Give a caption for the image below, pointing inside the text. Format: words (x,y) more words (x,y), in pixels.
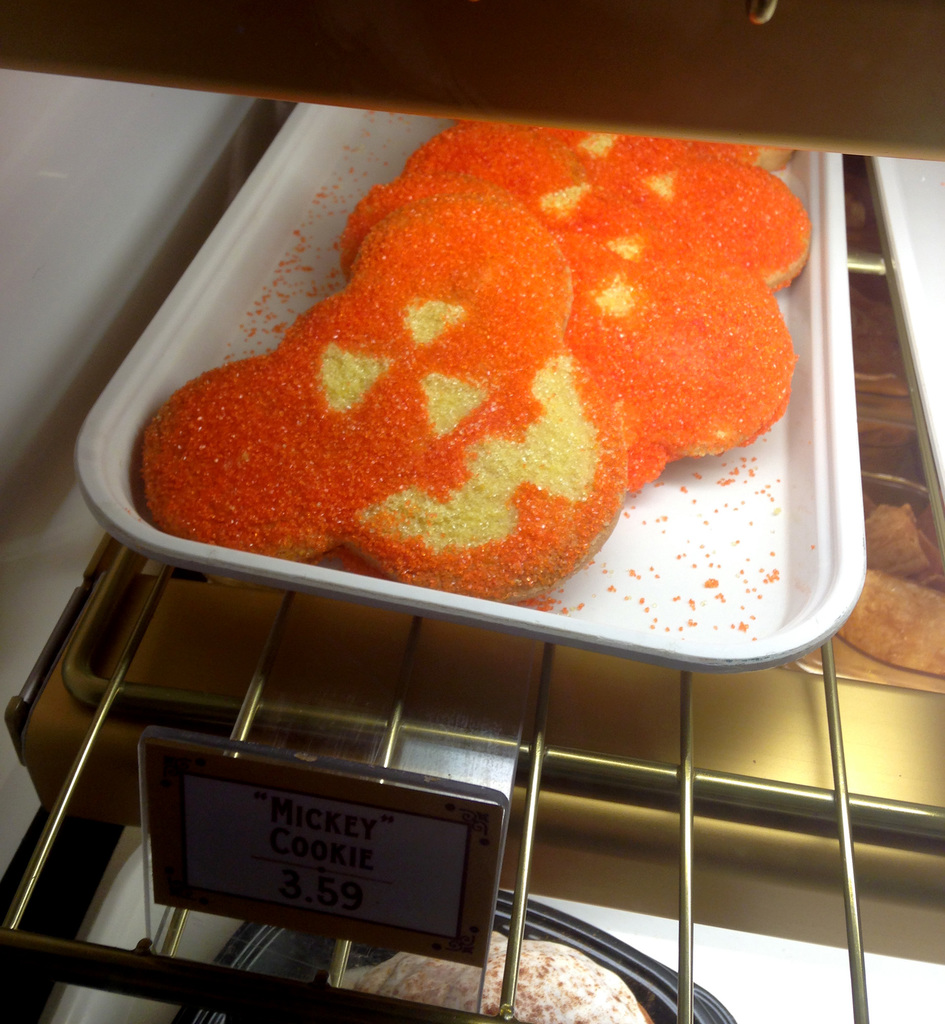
This is a picture of a display case (146,99). In this picture there are food items (887,614), platter (647,596), nameplate (474,800) and grills (81,967).
